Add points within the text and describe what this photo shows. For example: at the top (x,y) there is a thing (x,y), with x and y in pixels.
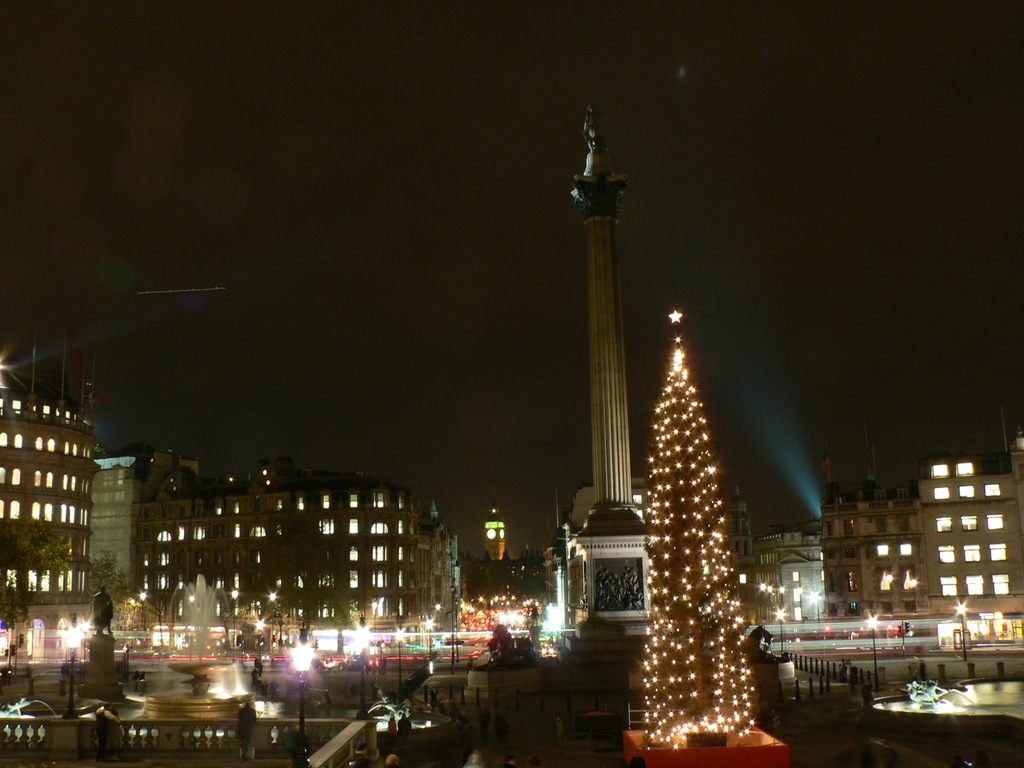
In this image there are buildings (196,545) and we can see poles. There are lights (353,652). We can see sculptures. There is an xmas tree (717,636). In the background (586,424) there is sky (404,404) and we can see a tower (497,523).
